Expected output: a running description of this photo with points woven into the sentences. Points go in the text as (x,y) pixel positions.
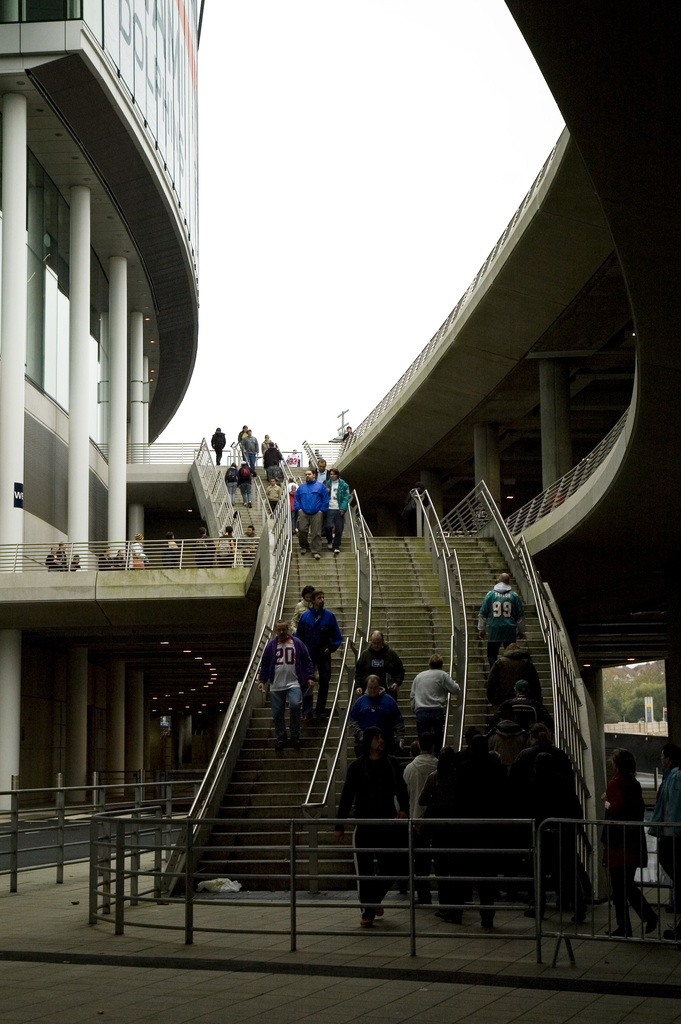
In the image we can see there are many people (547,840) wearing clothes (305,619) and they are walking on the stairs (384,619). This is a fence (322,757), footpath (153,988), building (145,261) a sky (364,135). We can even see there are lights (211,670) and trees (619,699).
